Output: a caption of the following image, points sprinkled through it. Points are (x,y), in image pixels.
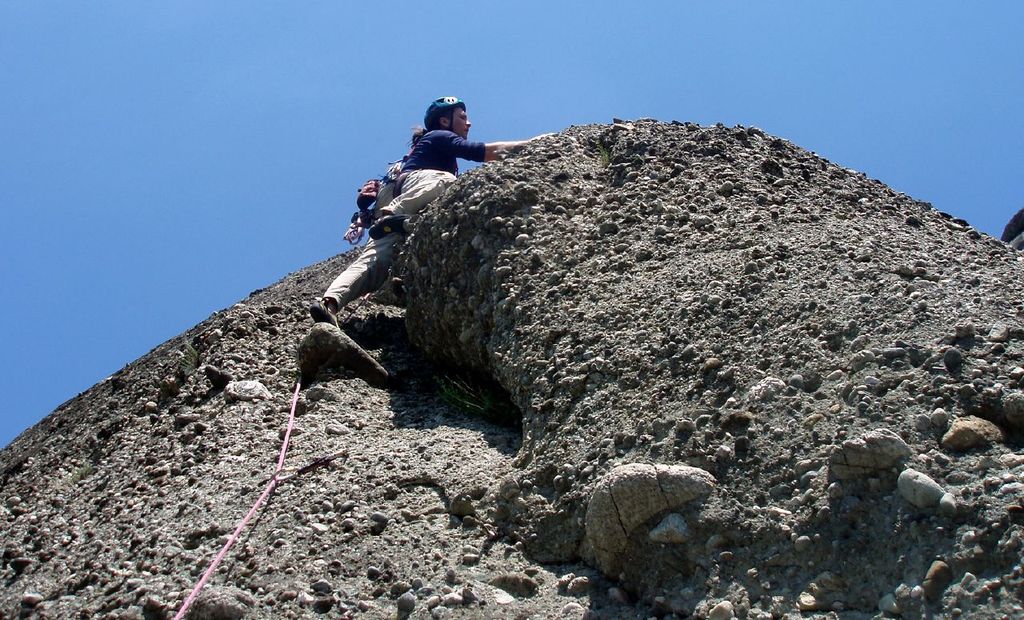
In this image I can see a person (334,302), pink colour rope (277,471) and in background (220,126) I can see the sky (408,127). I can see this person (429,130) is wearing helmet (435,112), blue dress (433,158), pant (424,184), shoes (401,223) and I can also see few things (371,195) over here.
